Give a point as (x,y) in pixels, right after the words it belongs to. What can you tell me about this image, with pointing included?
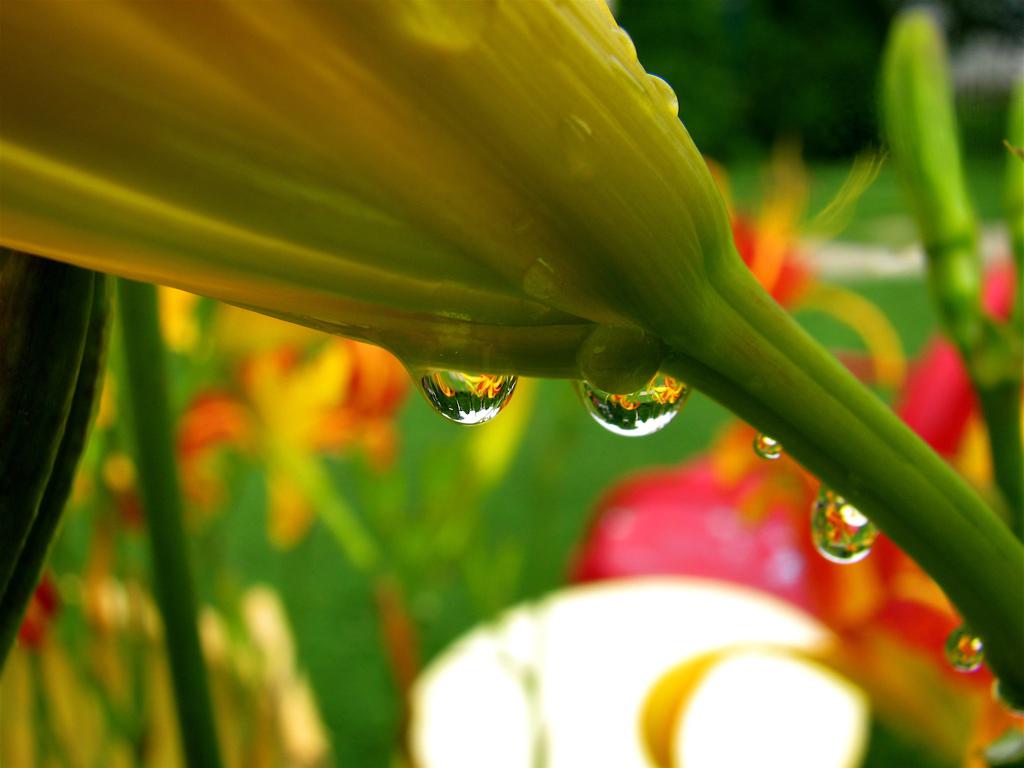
In the image we can see a flower (288,281), on the flower (136,35) we can see some water drops (855,510). Background of the image (984,4) is blur.
